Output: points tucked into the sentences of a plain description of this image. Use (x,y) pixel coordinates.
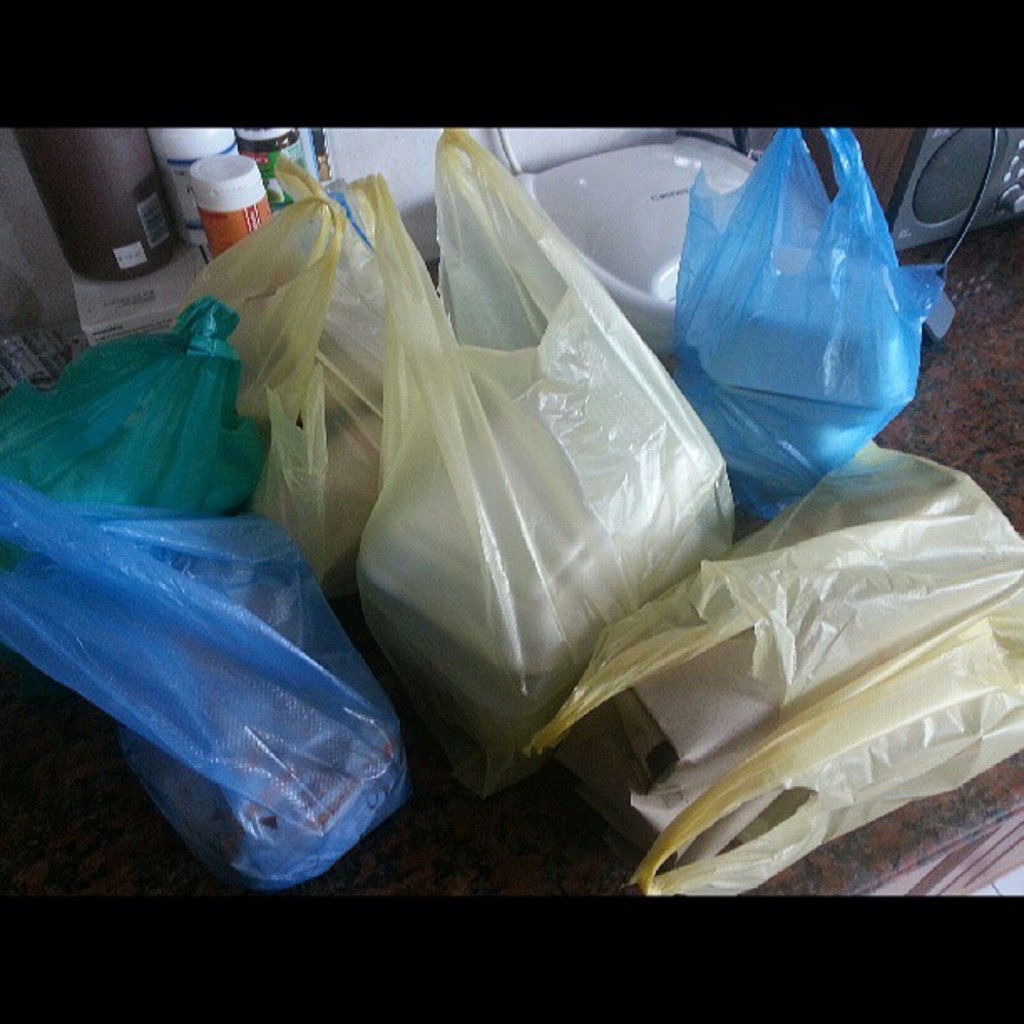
In the center of this picture (529,420) we can see the plastic bags (408,509) containing some items (280,826) and we can see the bottles (171,236), box (182,293) and some devices (580,180) are placed on the top of an object (863,881) seem to be the table (937,432). In the background (372,152) we can see the wall (423,186).
